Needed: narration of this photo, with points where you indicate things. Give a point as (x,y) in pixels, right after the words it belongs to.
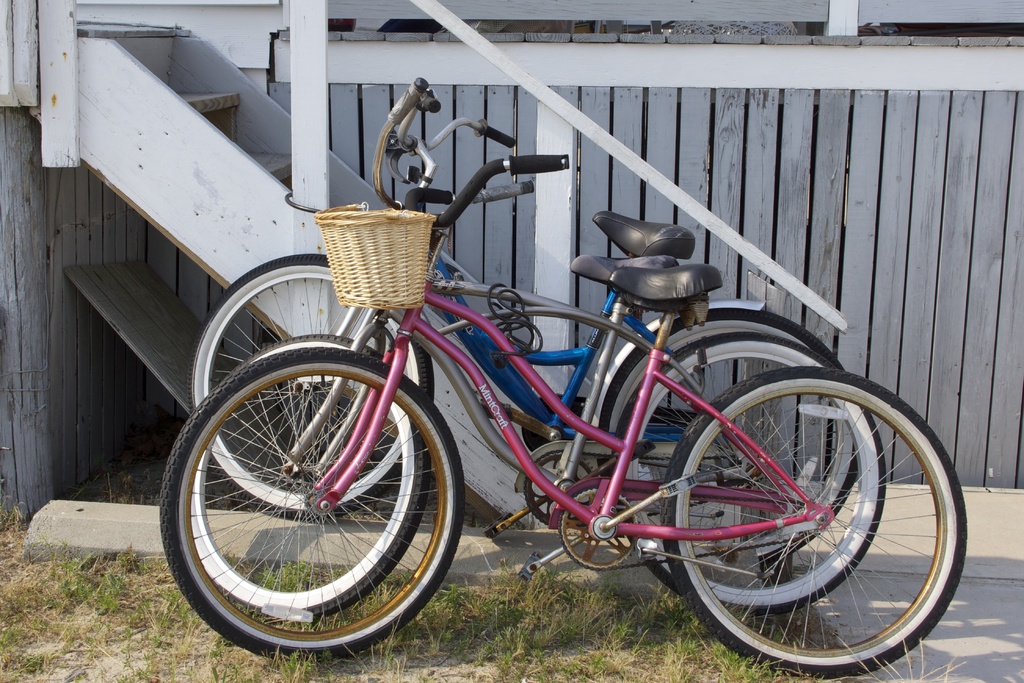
In this picture I can see three bicycles (243,623), there is grass (23,585), and in the background (577,322) there is a board (623,159), fence (996,184) and there are stairs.
